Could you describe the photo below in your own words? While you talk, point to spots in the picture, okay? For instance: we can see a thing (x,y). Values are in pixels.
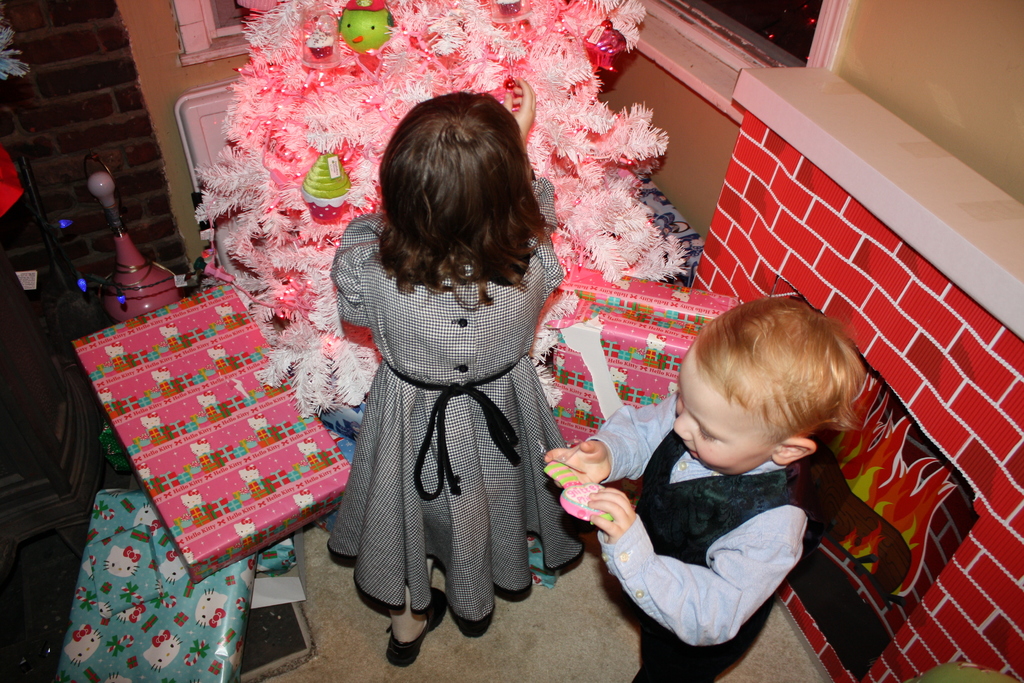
In the picture I can see two kids (533,459) are standing on the floor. In the background (305,410) I can see a wall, a tree (640,215), boxes (183,373) and some other objects (163,288).
